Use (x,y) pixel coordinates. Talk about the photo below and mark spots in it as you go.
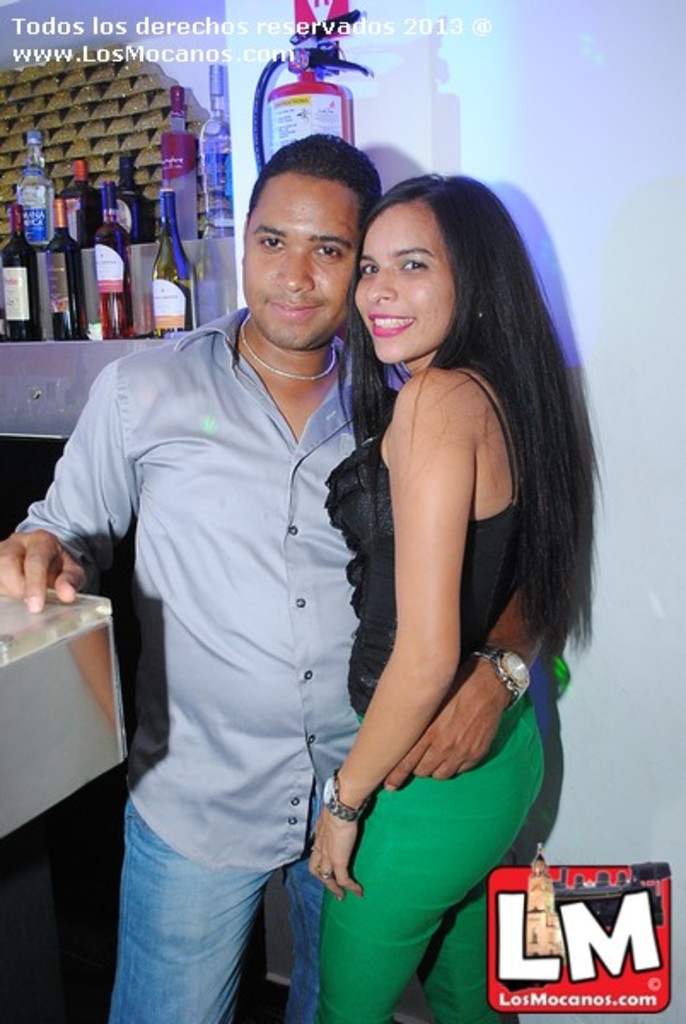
In this image we can see a man (277,607) and a woman (401,715) standing together. On the backside (607,177) we can see some bottles (160,296), an extinguisher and a wall (572,228).
